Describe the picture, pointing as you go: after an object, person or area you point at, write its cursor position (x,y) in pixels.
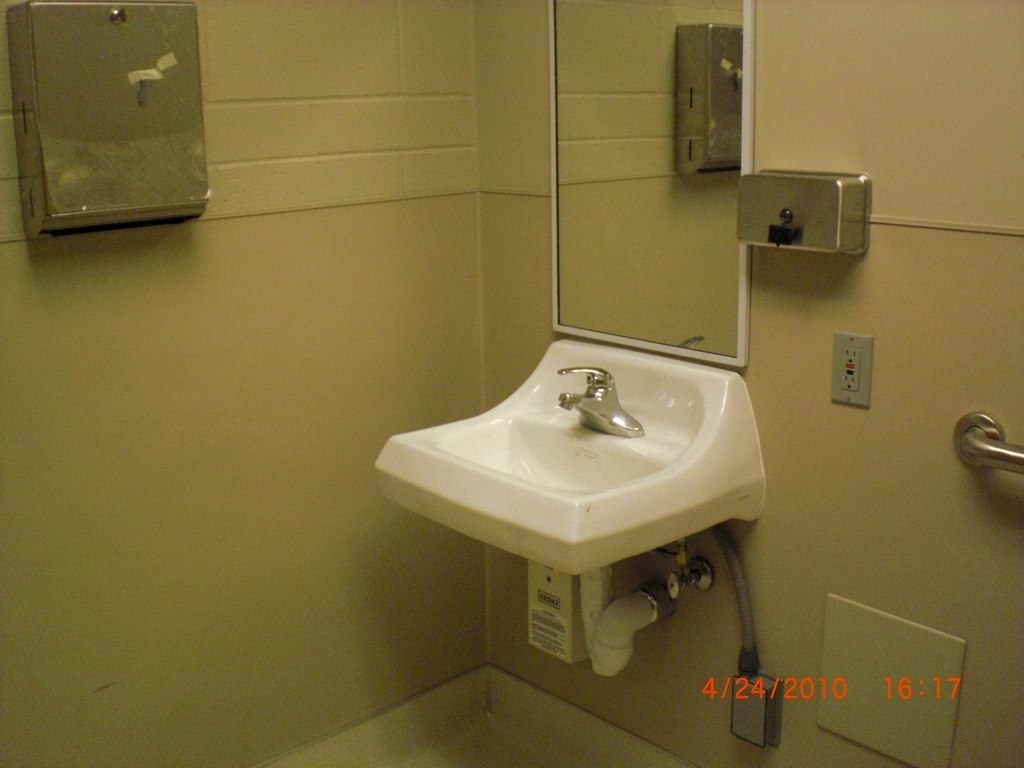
There is a white color sink (635,447) and a mirror (689,251) is attached to the wall (762,407) as we can see on the right side of this image (689,290). There is an object (179,174) attached to the wall (236,149) at the top left side of this image (170,139).
